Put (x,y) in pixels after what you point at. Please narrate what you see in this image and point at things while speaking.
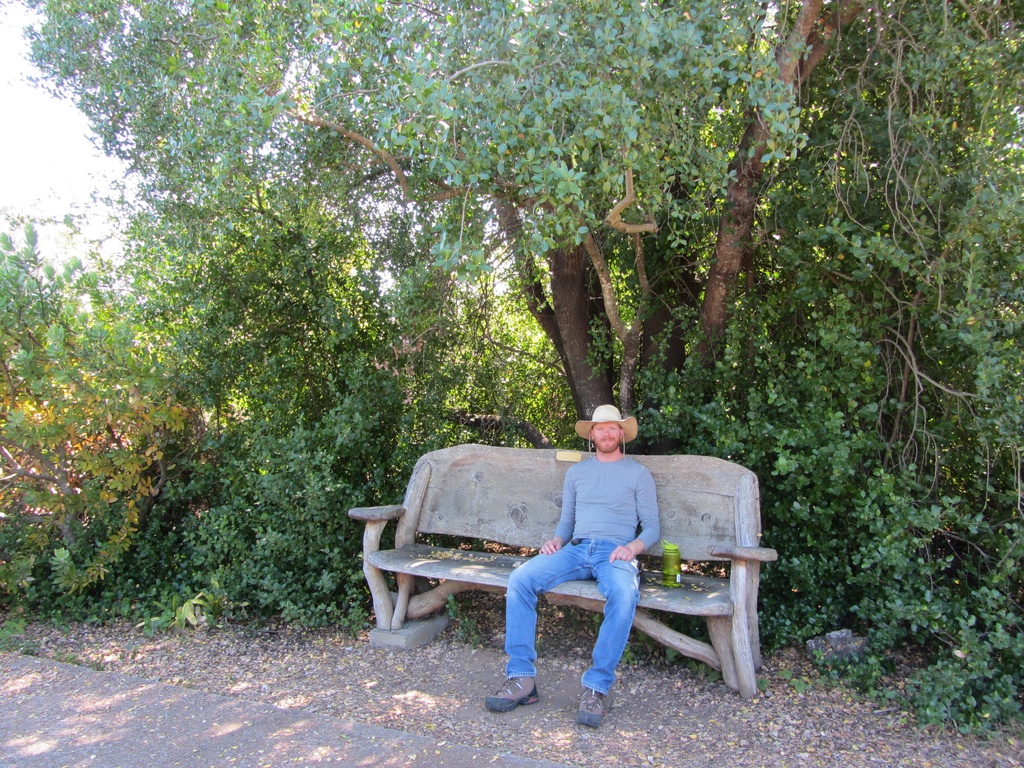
There is a man (614,474) sitting on this wooden bench (439,569) and he is smiling. In the background (641,438) we can see trees (505,268).
